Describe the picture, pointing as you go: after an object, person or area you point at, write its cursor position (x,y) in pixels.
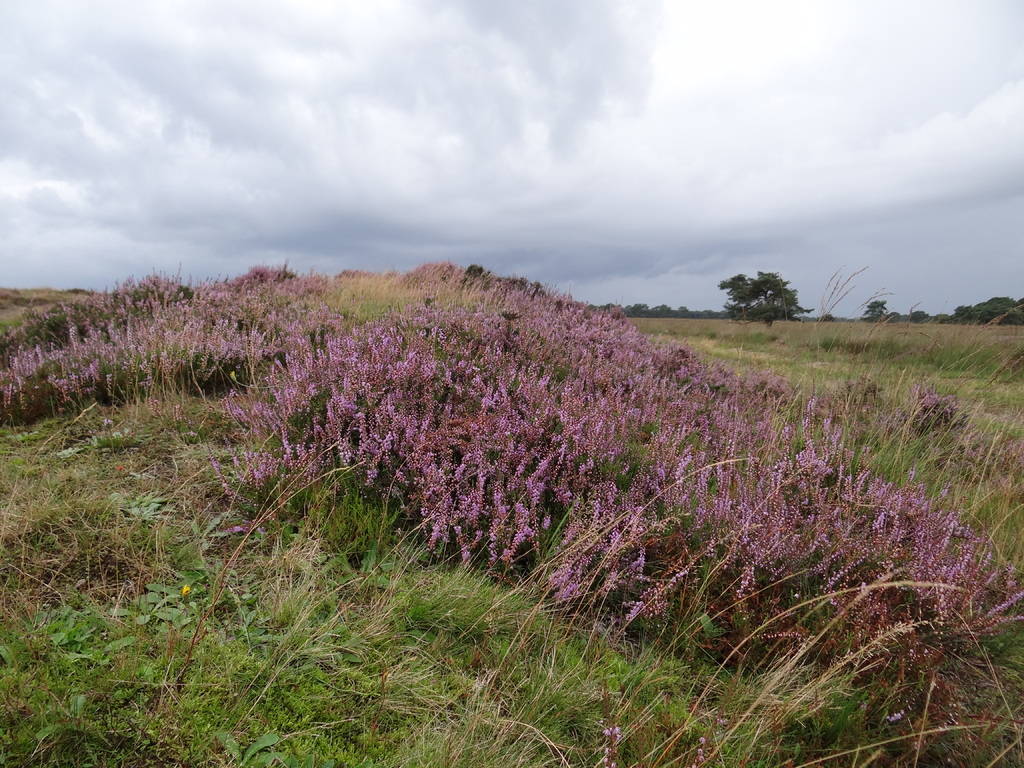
In this picture, there are plants (680,442) with purple flowers (716,499). In the background (702,330), there are trees (877,321), plants (834,290) and a sky (372,180).
